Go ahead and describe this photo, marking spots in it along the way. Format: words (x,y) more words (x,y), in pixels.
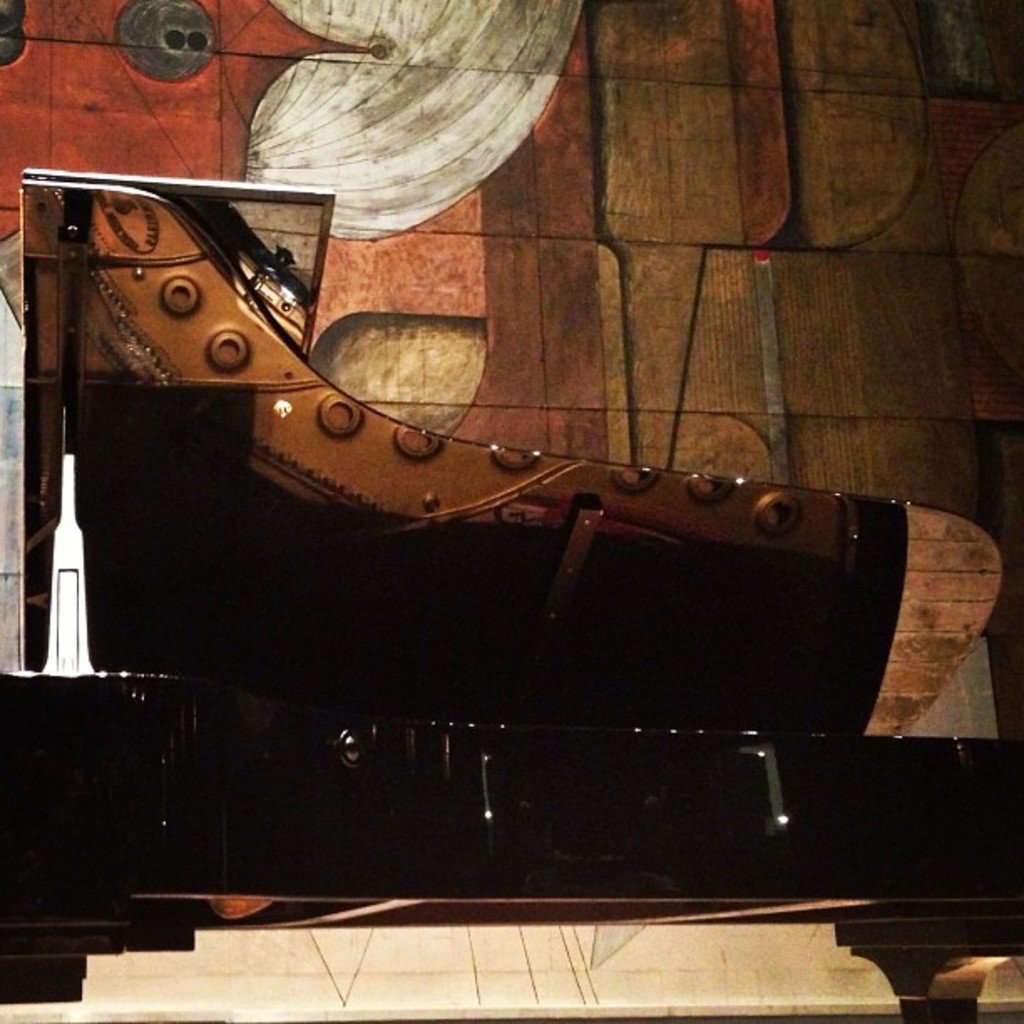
This image is taken inside a room (443,153). In this image there is a grand piano (252,438) which is black in color. In the background (877,177) there is a wall (491,153) with graffiti (386,160) on it. This image is looking like a painting.
